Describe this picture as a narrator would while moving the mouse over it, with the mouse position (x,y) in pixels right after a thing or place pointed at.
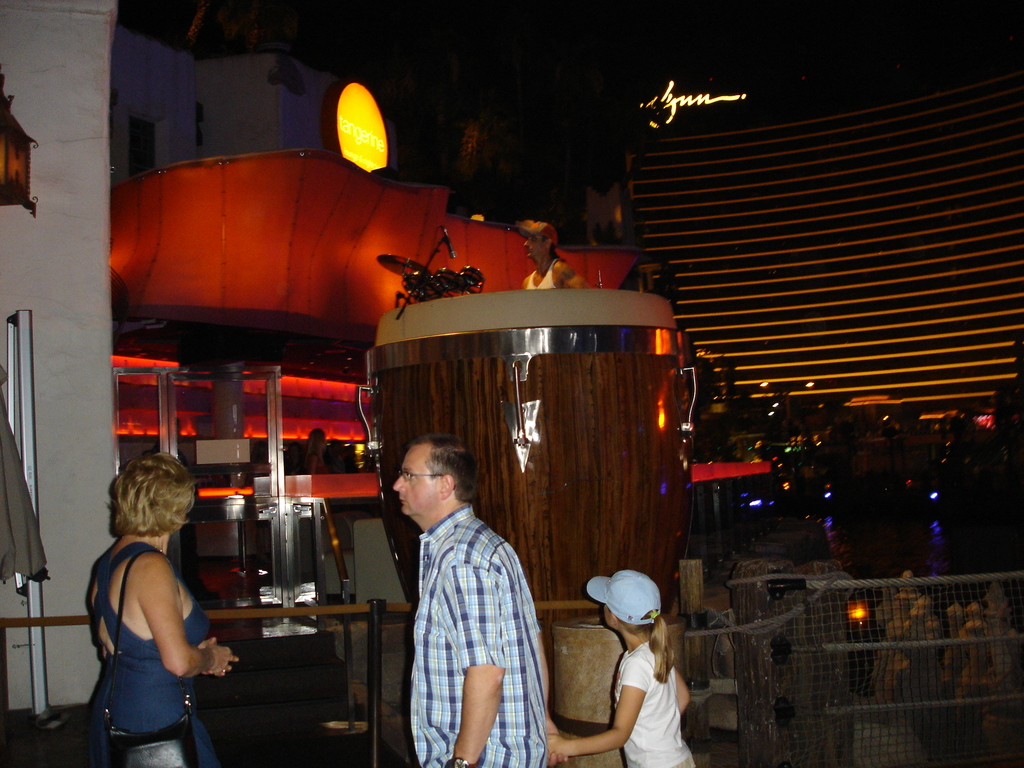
In this picture we can see three persons (157,718) are standing on the floor (239,766). Here we can see a person (544,261) who is playing some musical instruments (605,498). On the background (76,398) there is a wall (91,259) and this is light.
